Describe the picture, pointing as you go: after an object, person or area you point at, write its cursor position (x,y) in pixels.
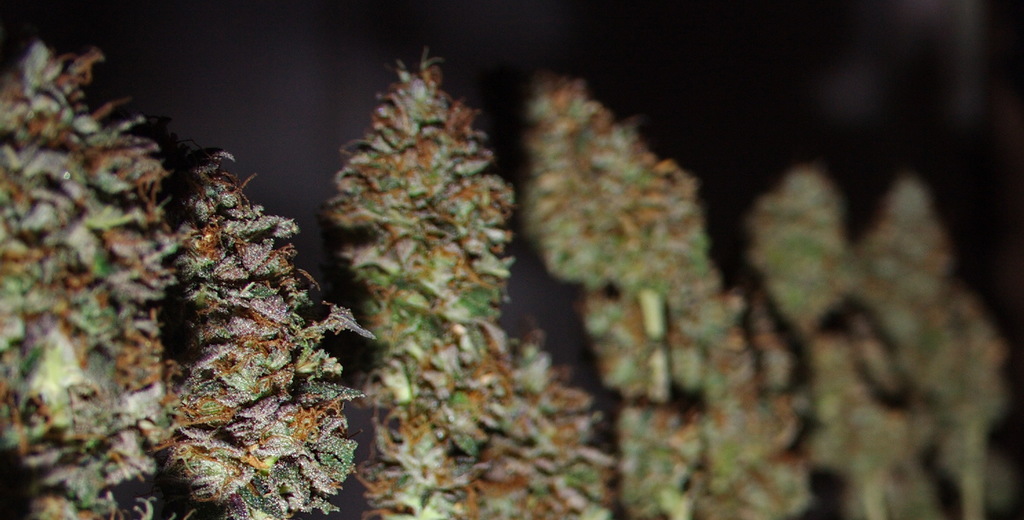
By seeing this image we can say it is a macro photography of plants (529,386). On the right side of the image (871,310) is in a blur.
